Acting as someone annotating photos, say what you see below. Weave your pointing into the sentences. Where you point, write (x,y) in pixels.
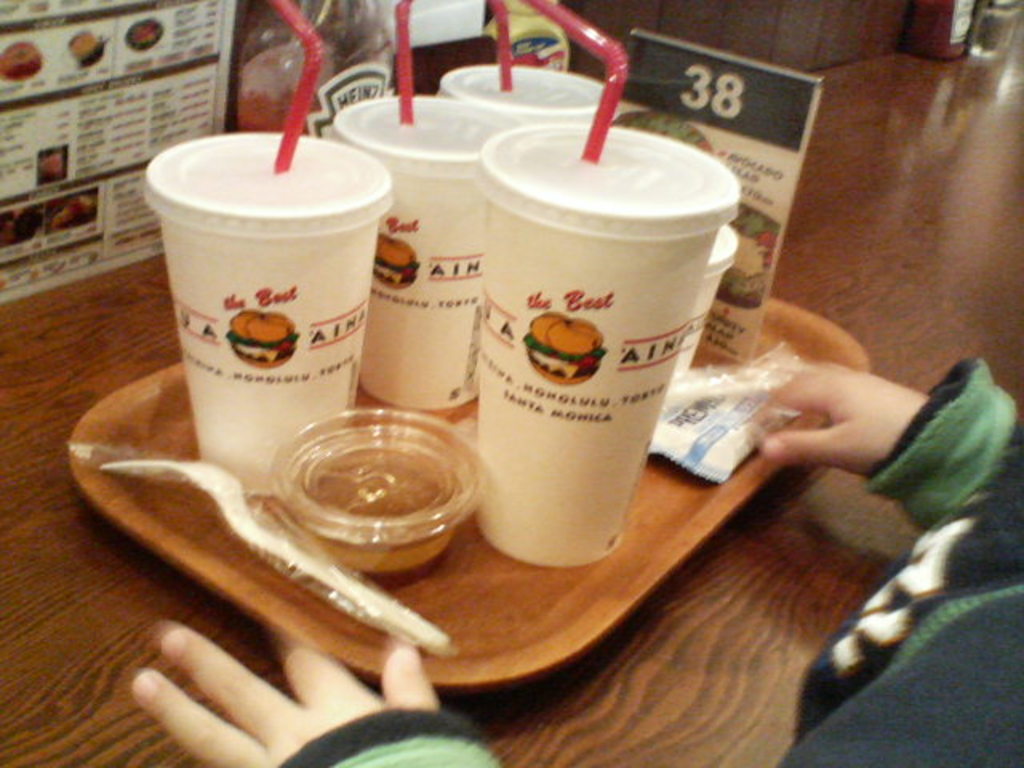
In this picture, we see a tray (510,596) containing cups (510,459), spoon (322,570), straws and a small flip chart (718,107) is placed on the table (528,757). This table (750,568) is in brown color. At the bottom of the picture (827,760), we see a person (959,573) in the green jacket (915,671) is trying to hold the tray (574,582). In the background (193,96), we see charts (87,131) or boards (98,84) with some text (81,159) written on it.
